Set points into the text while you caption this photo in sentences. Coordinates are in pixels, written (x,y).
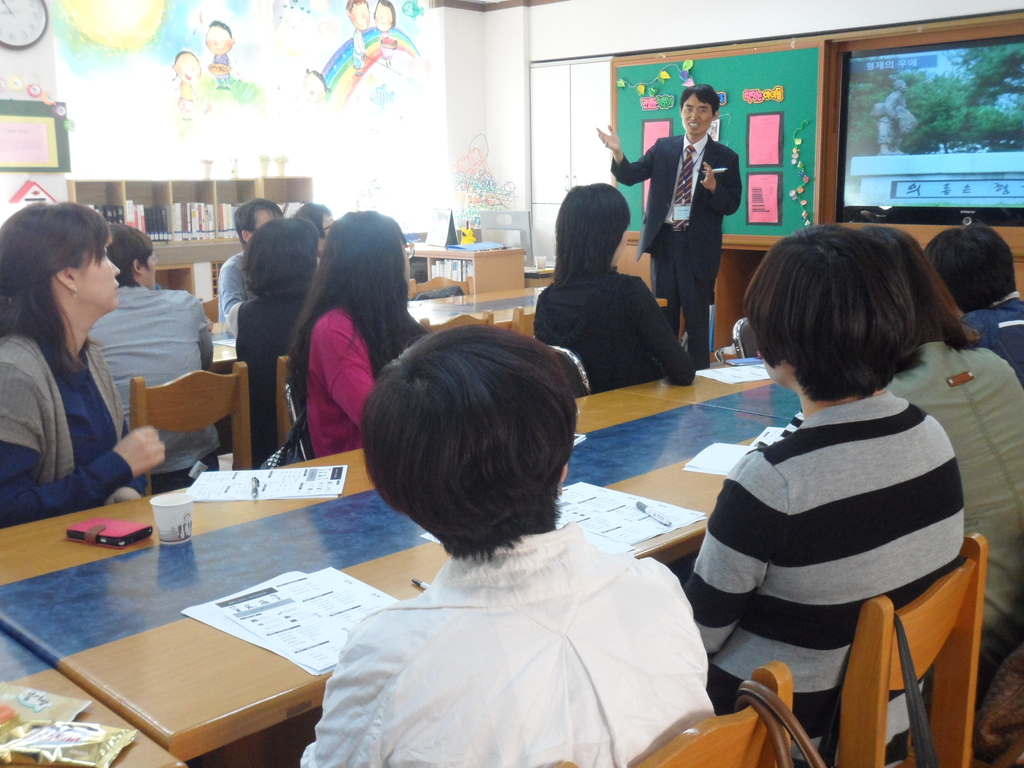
In this image, There are some persons (318,344) sitting in a chair (939,643) in front of this table (242,547) and wearing colorful clothes (276,319). There is a screen (893,129) behind this person (691,157). This table (270,578) contains mobile (117,529), cup (176,523), pen (638,506) and some papers (304,477).
